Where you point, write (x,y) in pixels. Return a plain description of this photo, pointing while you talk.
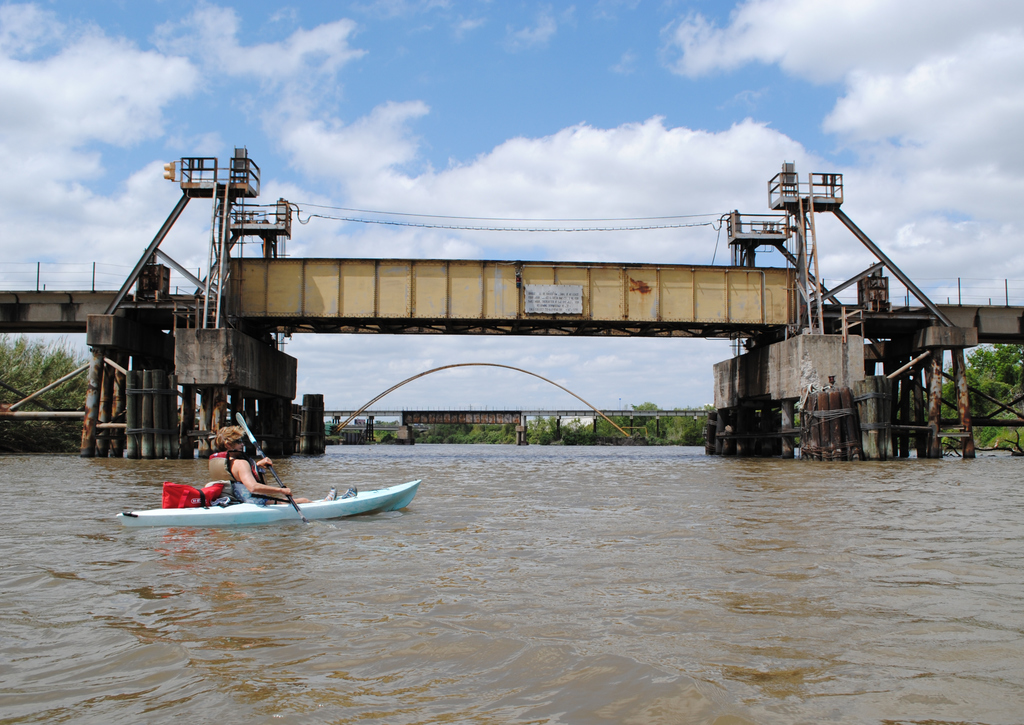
In the picture we can see the water surface (845,639) in it, we can see a boat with a person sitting and paddling and is with a life jacket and far away from it, we can see a bridge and behind it far away we can see full of trees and the sky (683,239) with clouds (944,117).
